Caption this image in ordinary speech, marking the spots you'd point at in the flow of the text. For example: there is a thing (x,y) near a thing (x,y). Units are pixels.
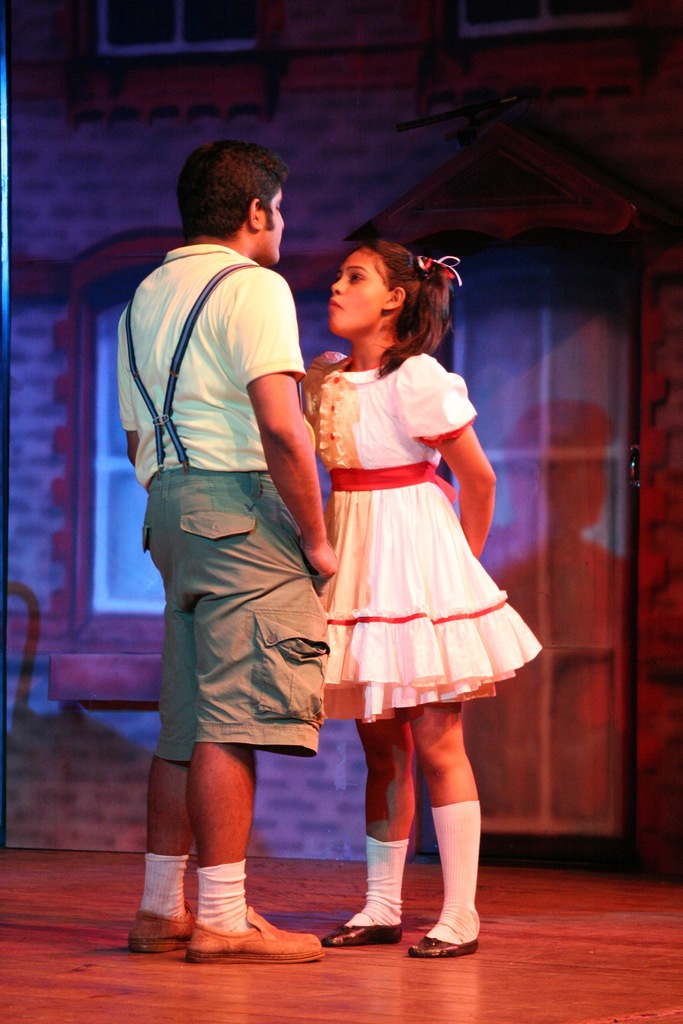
In the foreground of this picture (317,419) we can see a woman (383,363) wearing white color frock (398,600) and standing on the floor (502,953) and we can see a person (219,286) standing on the floor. In the background (220,133) we can see the windows (178,23), door (484,382) and the wall (96,203).
